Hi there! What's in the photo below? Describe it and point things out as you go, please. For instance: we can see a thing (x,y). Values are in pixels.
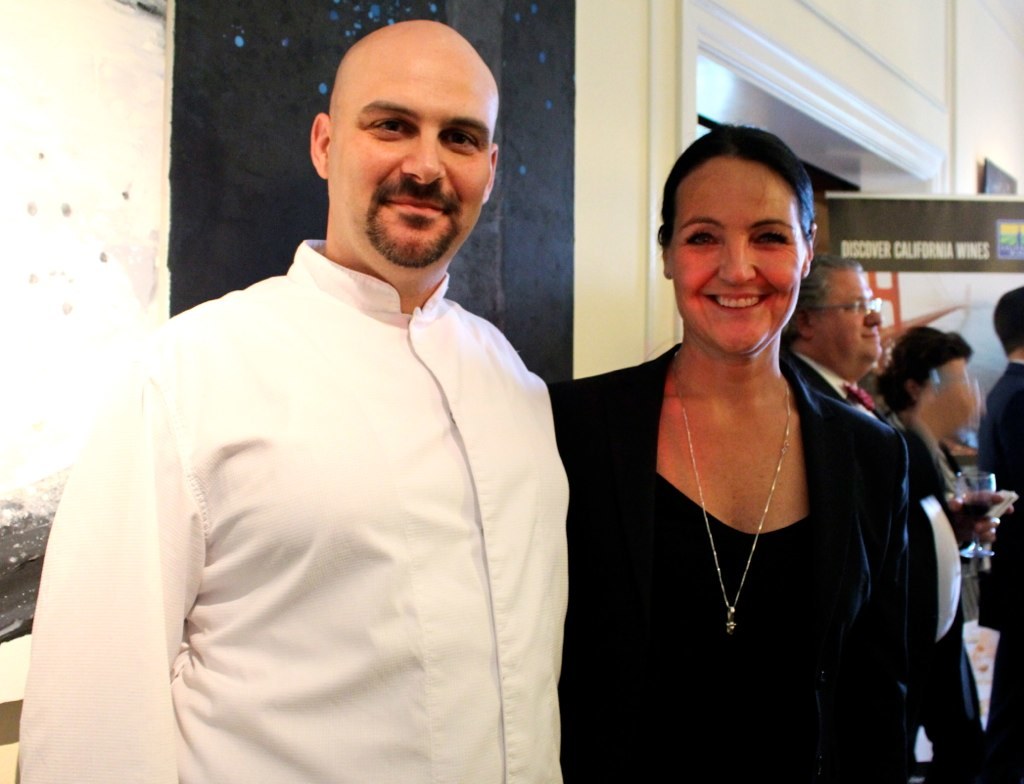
In the picture we can see a man (204,540) and a woman (792,414) standing and they are smiling and the man (30,764) is wearing a white shirt (365,590) and woman (590,451) is wearing a black dress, in the background (88,318), we can see a wall (888,12) which some part (897,21) is black and cream in color and some people (967,751) standing beside it.
